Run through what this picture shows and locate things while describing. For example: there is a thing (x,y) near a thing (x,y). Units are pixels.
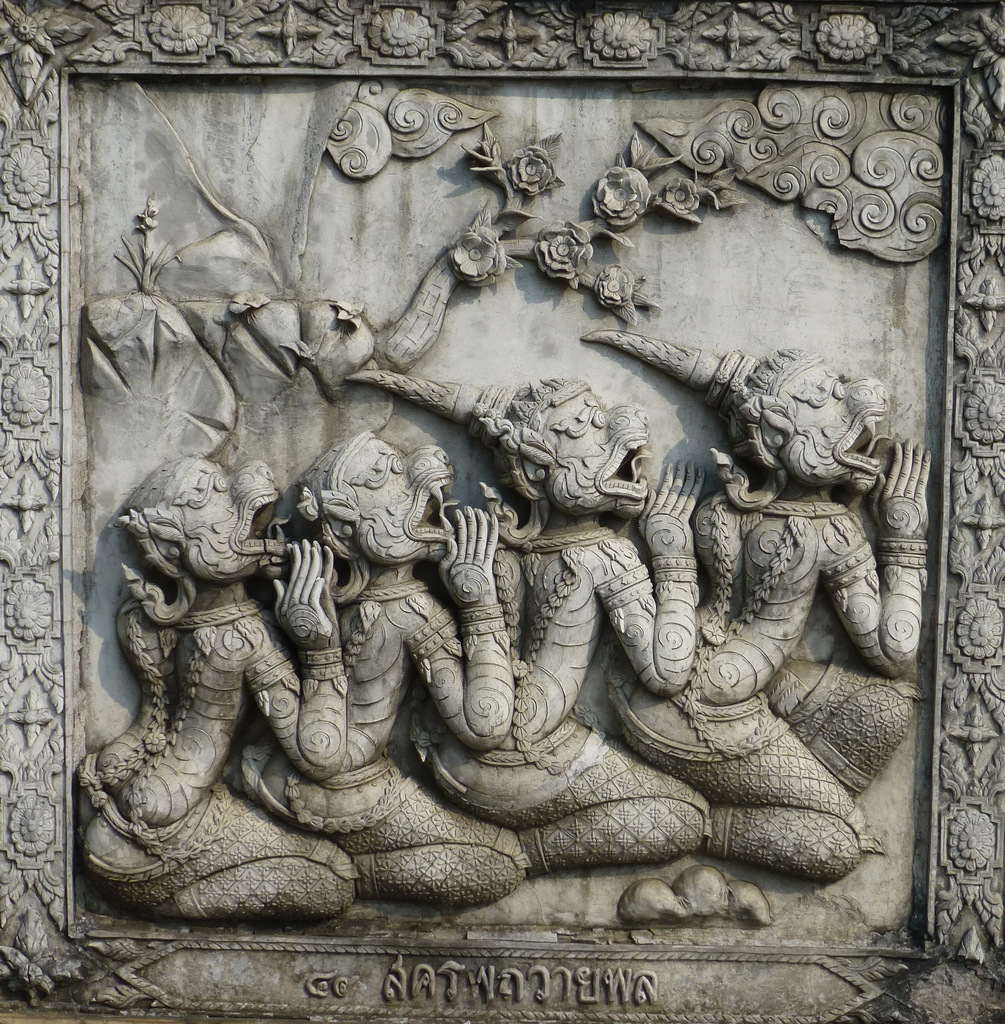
In this picture we can see sculpture (575,382) here, at the bottom (626,985) there is some text (522,980).
